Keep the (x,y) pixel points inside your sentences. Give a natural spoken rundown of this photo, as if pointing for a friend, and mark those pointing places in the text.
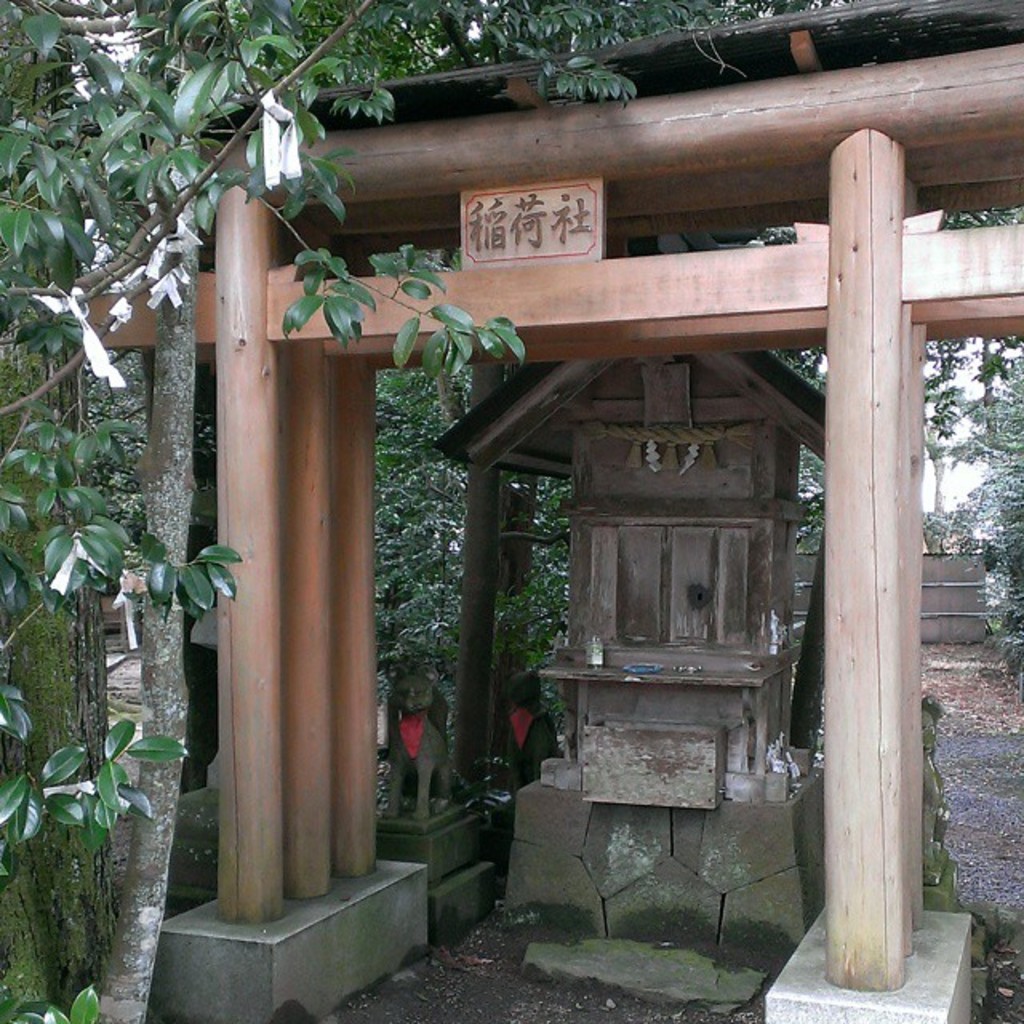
There is a wooden shed (356,219). On that something is written. Below that there is a small hut like structure (654,538). Also there is a statue (428,743) near to that. On the sides there are trees (214,72).
